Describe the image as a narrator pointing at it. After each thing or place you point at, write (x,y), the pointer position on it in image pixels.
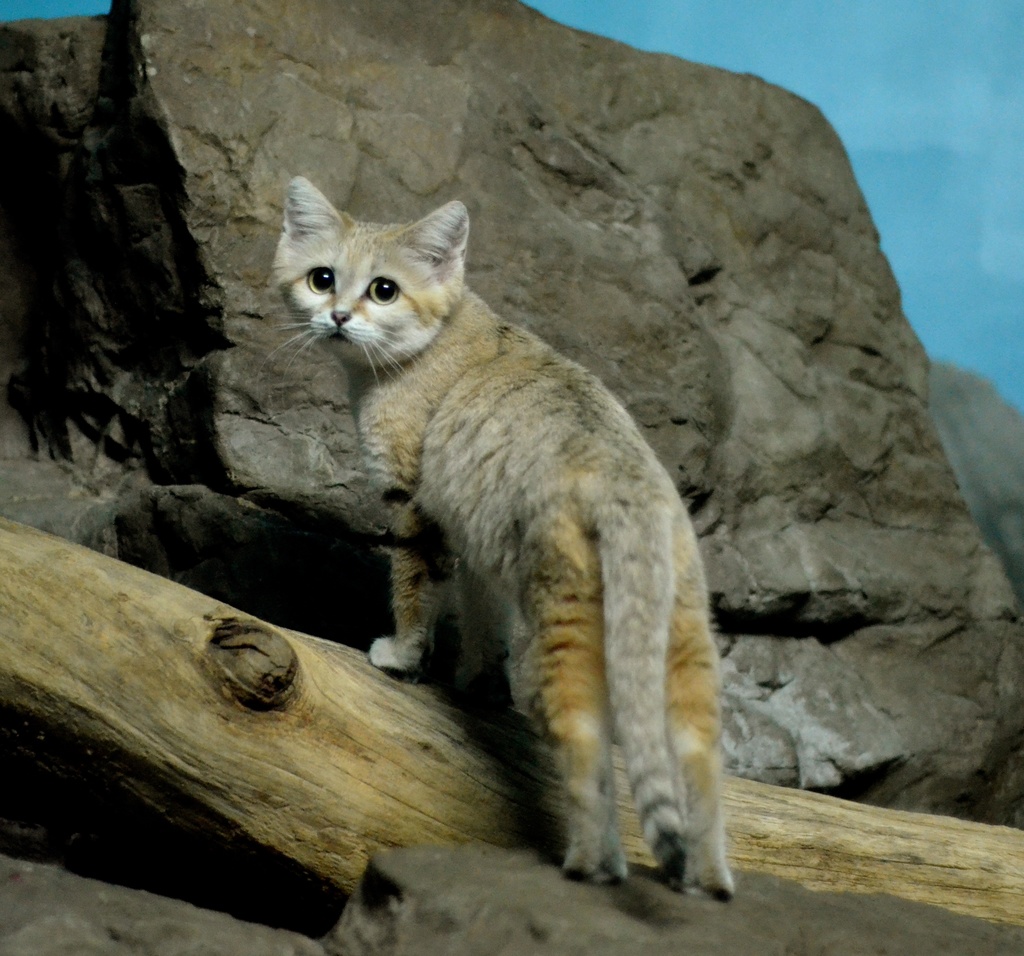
Here we can see a cat (420,405) and there is a rock (874,303). In the background (953,216) there is sky (943,186).
